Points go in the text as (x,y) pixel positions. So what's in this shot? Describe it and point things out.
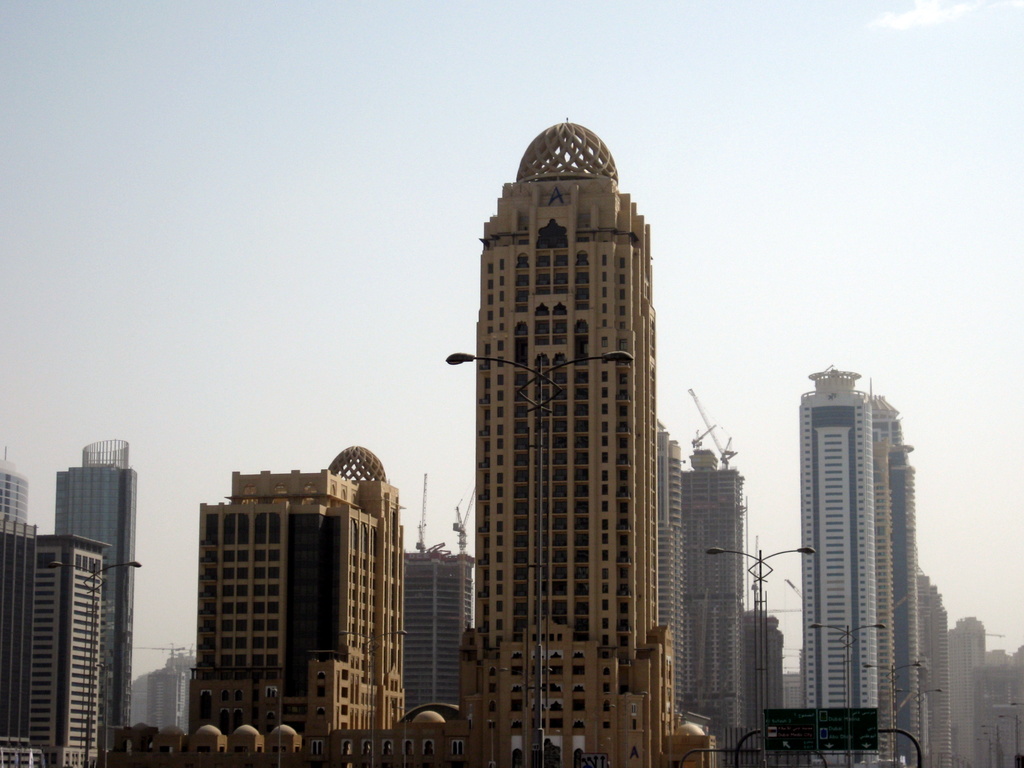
In this picture I can see buildings (606,471), there are poles (766,594), lights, boards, and in the background (710,159) there is the sky (668,171).
